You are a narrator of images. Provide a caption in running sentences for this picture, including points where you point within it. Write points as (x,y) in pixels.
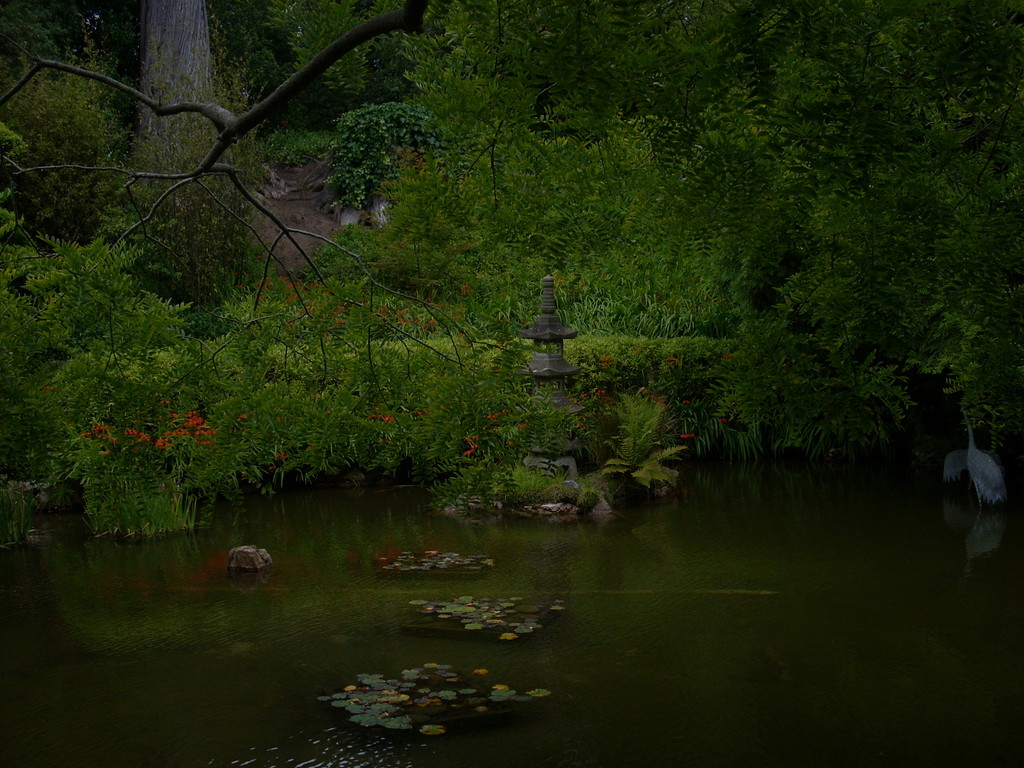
In this image we can see water (544,698). And there are plants (351,719) in the water (432,623). On the right side (973,459) there is a bird (963,467). Also we can see a pillar (560,360). In the background (344,159) there are trees (928,155) and flowers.
